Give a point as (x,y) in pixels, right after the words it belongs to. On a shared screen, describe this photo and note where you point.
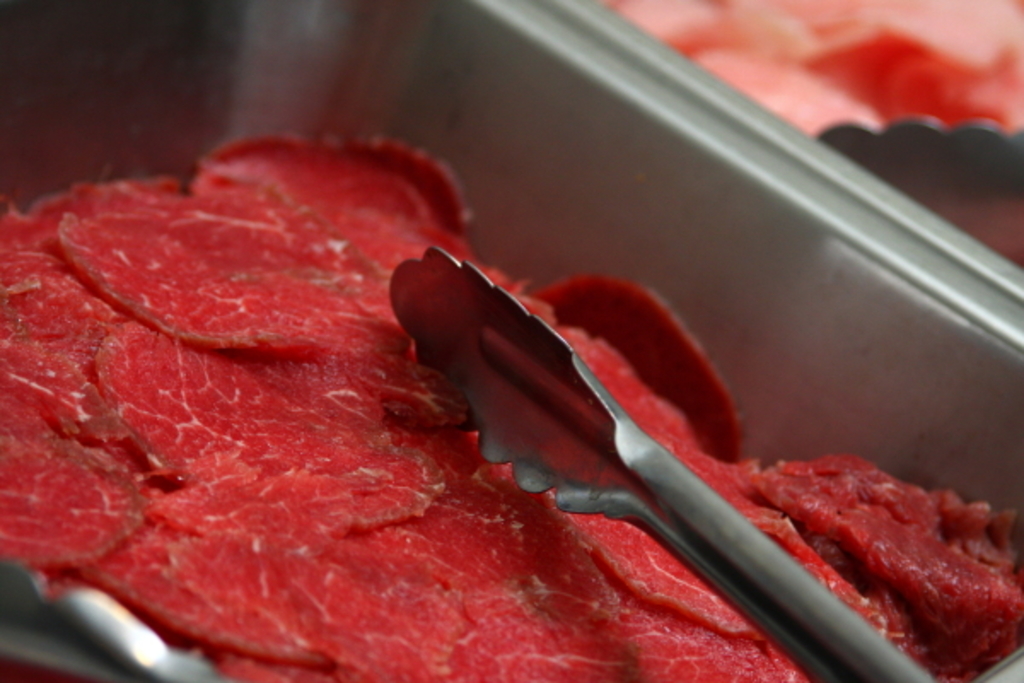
In this image there is an iron tray (609,76) which has red meat (239,308) in it. Above the meat (234,259) there is a tong (592,475).
